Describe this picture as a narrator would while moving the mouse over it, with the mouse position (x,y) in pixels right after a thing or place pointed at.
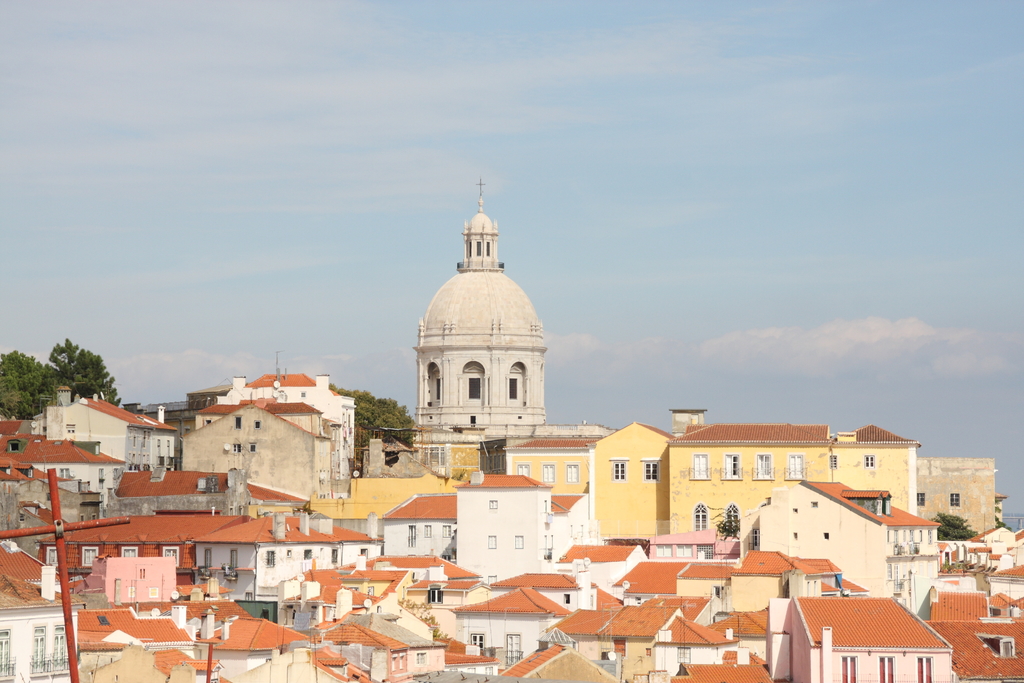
This image is taken outdoors. At the top of the image (128,193) there is the sky (161,277) with clouds (126,151). In the middle of the image (373,415) there are a few trees (361,420). There are many houses (278,479) and buildings (326,429) with walls (136,574), windows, doors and roofs (61,600). There are a few poles (53,486). There is an architecture (465,342) with walls (482,373), windows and carvings (509,407) on it.
